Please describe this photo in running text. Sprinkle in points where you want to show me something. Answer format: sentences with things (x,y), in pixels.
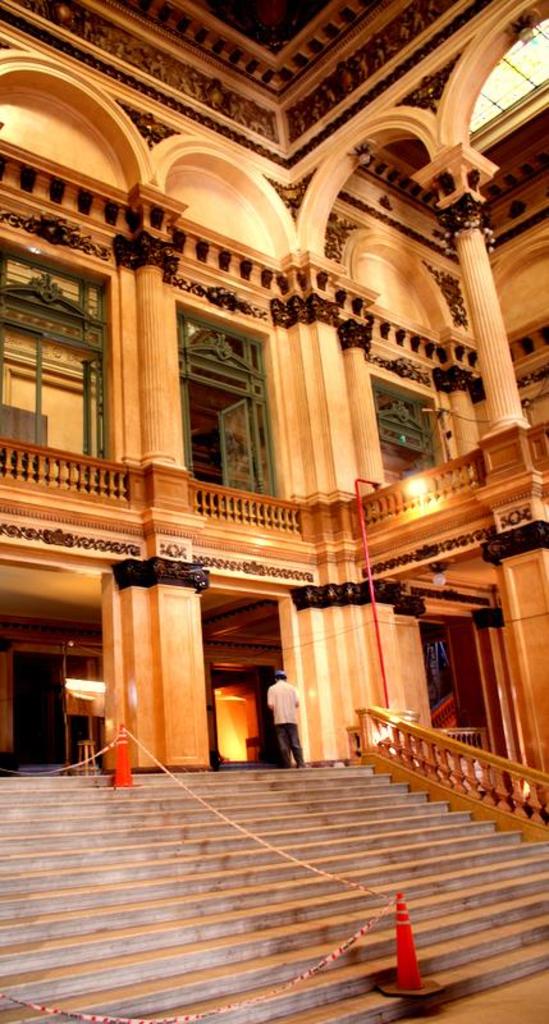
In this image a person (283,723) is standing on the floor (310,768). Bottom of the image (310,864) there is a staircase (121,907) having traffic cones (400,957) on it. Background (155,716) there is a building (284,618) having balconies (411,531). There is a door (241,444) to the wall (393,379) having few sculptures (459,544).
